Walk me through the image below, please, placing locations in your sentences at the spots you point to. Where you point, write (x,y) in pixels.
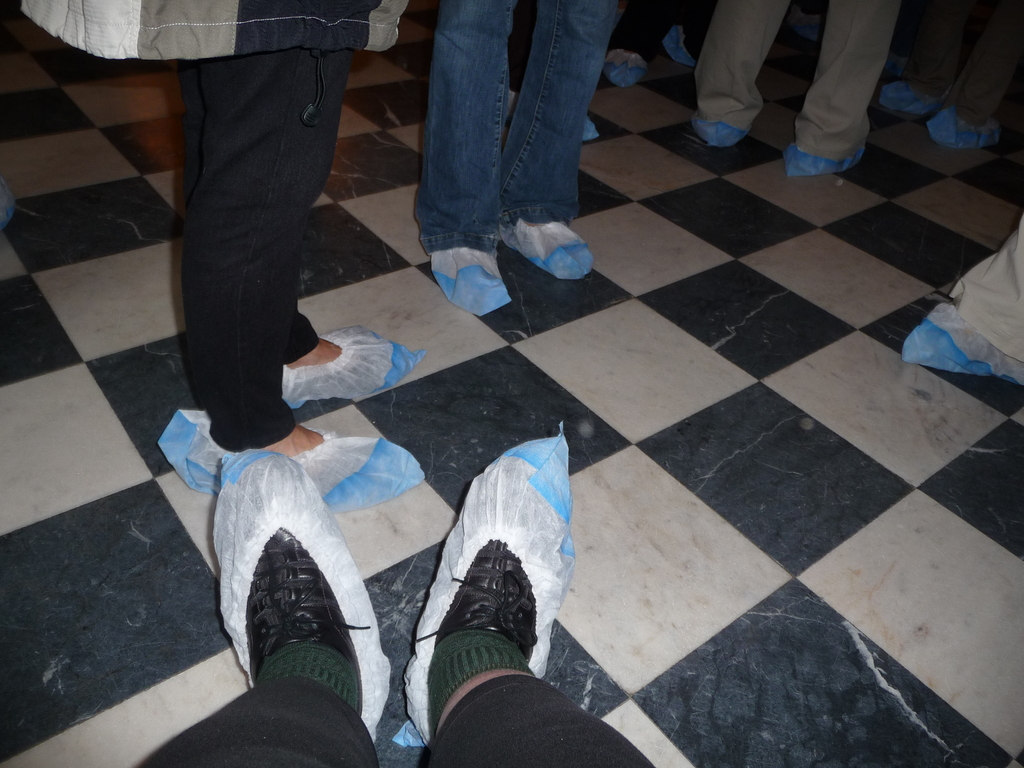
In this picture we can see the legs (439,172) of group of persons (519,555) wearing trousers (230,233) and wearing some objects (303,505) seems to be the plastic bags (242,542) and we can see the floor (653,341) and some other objects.
